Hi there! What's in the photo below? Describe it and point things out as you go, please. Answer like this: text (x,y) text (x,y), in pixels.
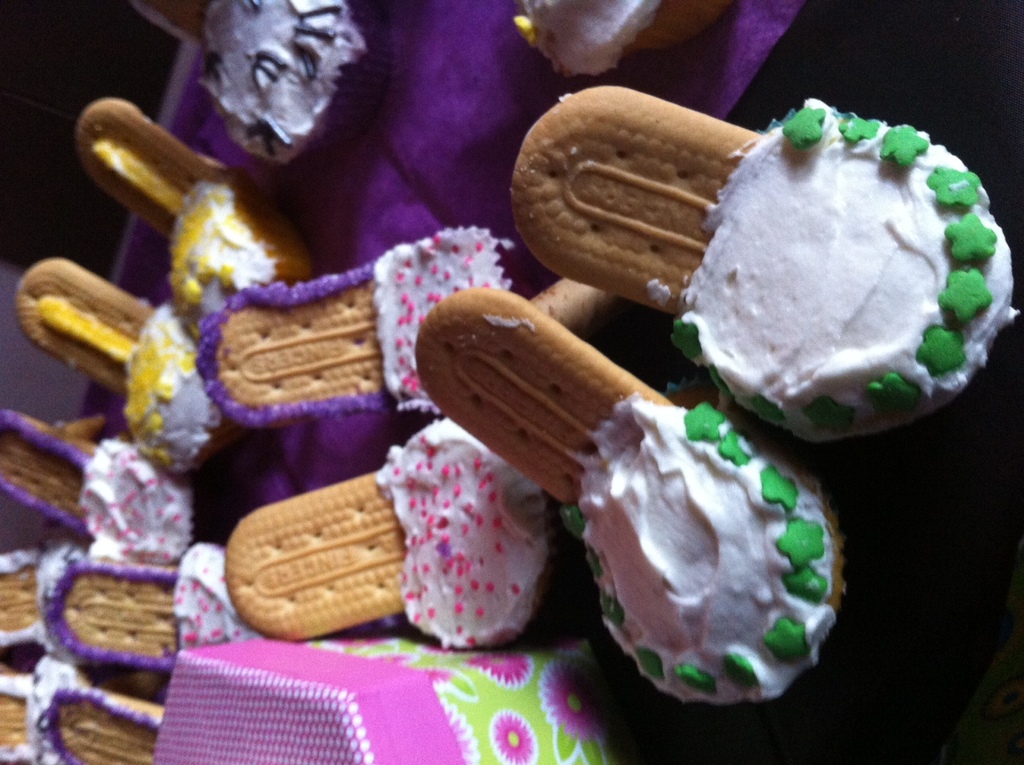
In this image I can see the food items (524,489) which are colorful. These are on the black and purple color surface (360,200).
